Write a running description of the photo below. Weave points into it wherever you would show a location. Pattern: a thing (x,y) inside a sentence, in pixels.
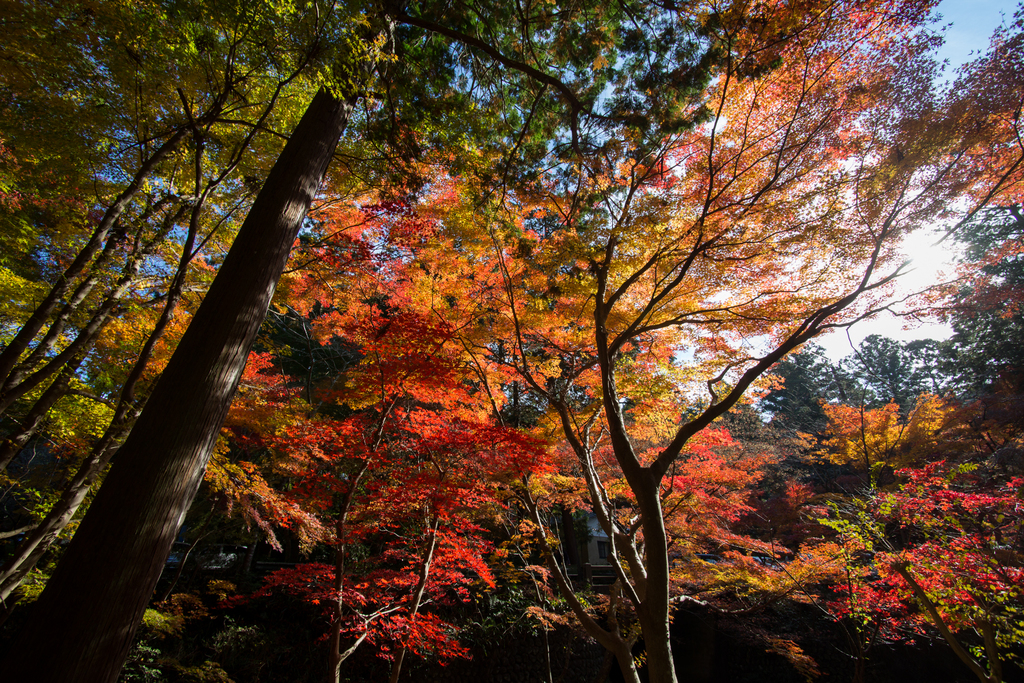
In this image there are so many trees (519,496) where some trees (614,404) have red and yellow leaves (459,449).
